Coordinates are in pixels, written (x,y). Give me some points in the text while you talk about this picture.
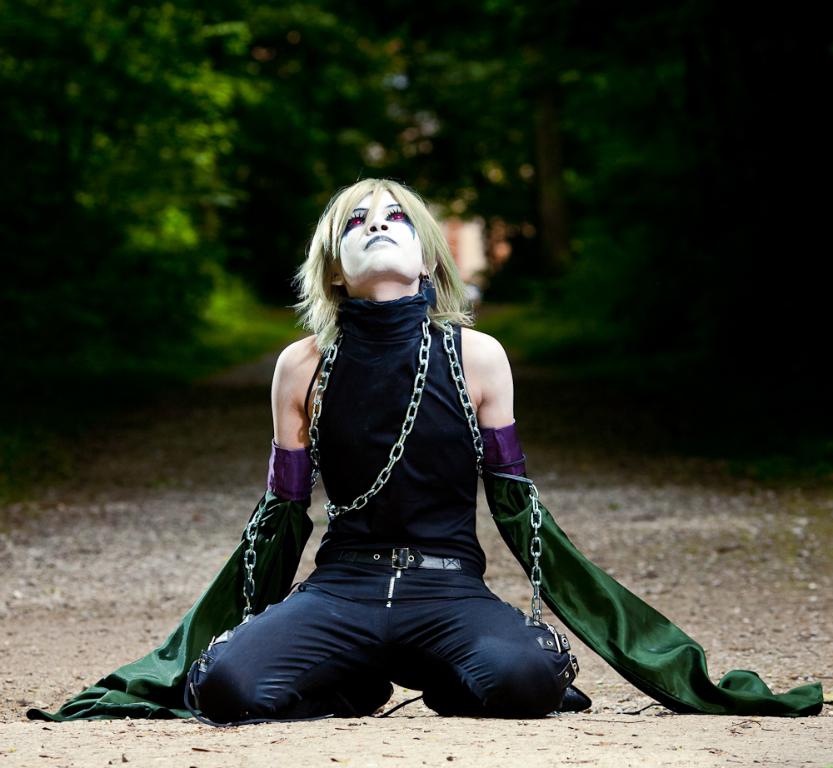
In the center of the image (389,490) we can see a person (369,499) in a different costume (333,392). And we can see some paint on her face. In the background (712,322), we can see it is blurred.
